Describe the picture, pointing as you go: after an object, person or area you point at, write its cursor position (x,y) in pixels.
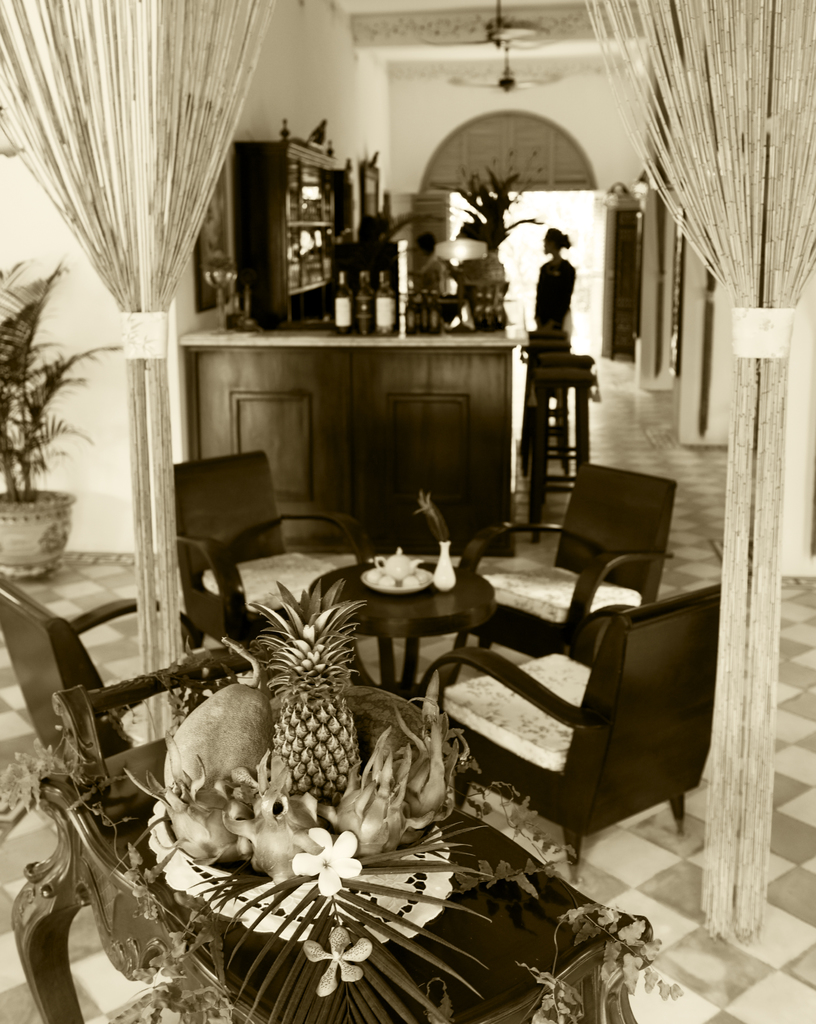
There is a table (460,921). On this table (463,936) there are flowers (334,882), leaf (327,907), fruits (346,794), pineapple (342,743). There are chairs (498,606). There is another table (408,597). On this table (404,609), there is plate (382,588) and jars (393,557). And in the background (53,524) there is a pot (35,503) with plant (29,427). There are curtains (696,246). And also there is a cupboard (385,338). On this there are bottles (361,295). A person (559,276) is standing in the background (557,275).
